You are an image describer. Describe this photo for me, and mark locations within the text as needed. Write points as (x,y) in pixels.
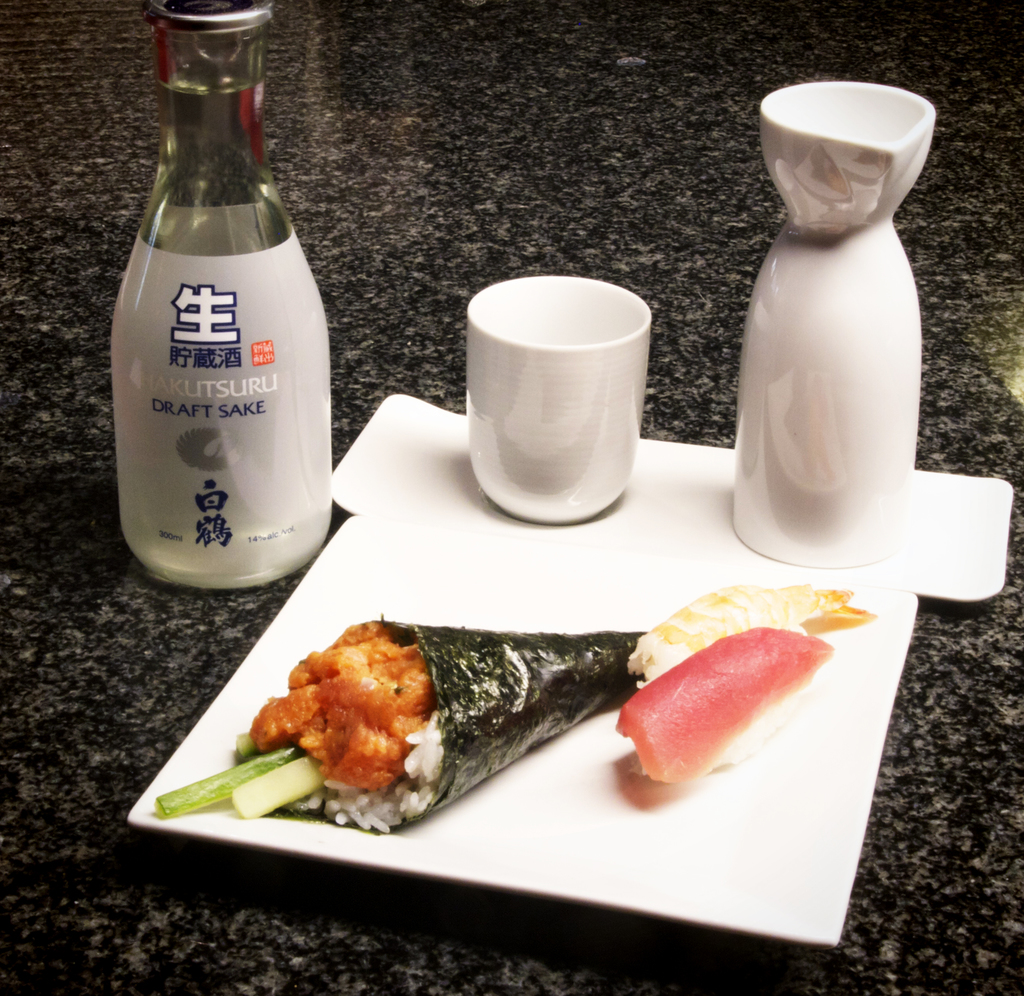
In the middle of the image (347,414) there is a table (822,11) on the table (404,119) there are some bottles (773,436) and cup (617,423) and there are some food items (655,705).
